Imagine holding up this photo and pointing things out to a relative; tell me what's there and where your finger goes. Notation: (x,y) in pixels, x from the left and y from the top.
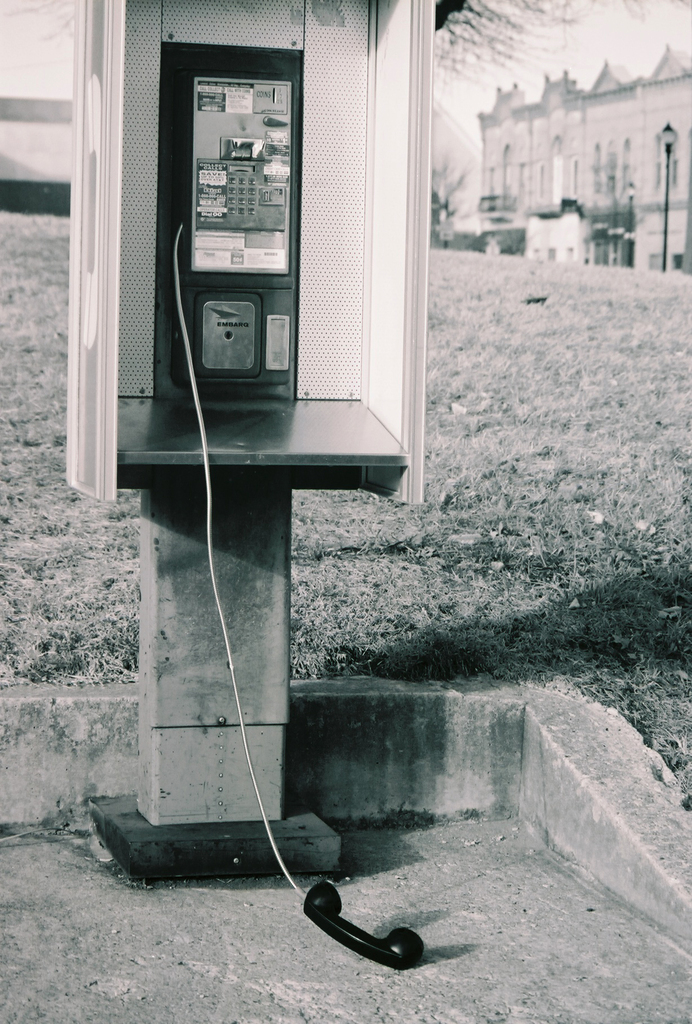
Black and white picture. Here we can see a telephone (144,606). Far there is a building (600,181) and light pole (666,133).
